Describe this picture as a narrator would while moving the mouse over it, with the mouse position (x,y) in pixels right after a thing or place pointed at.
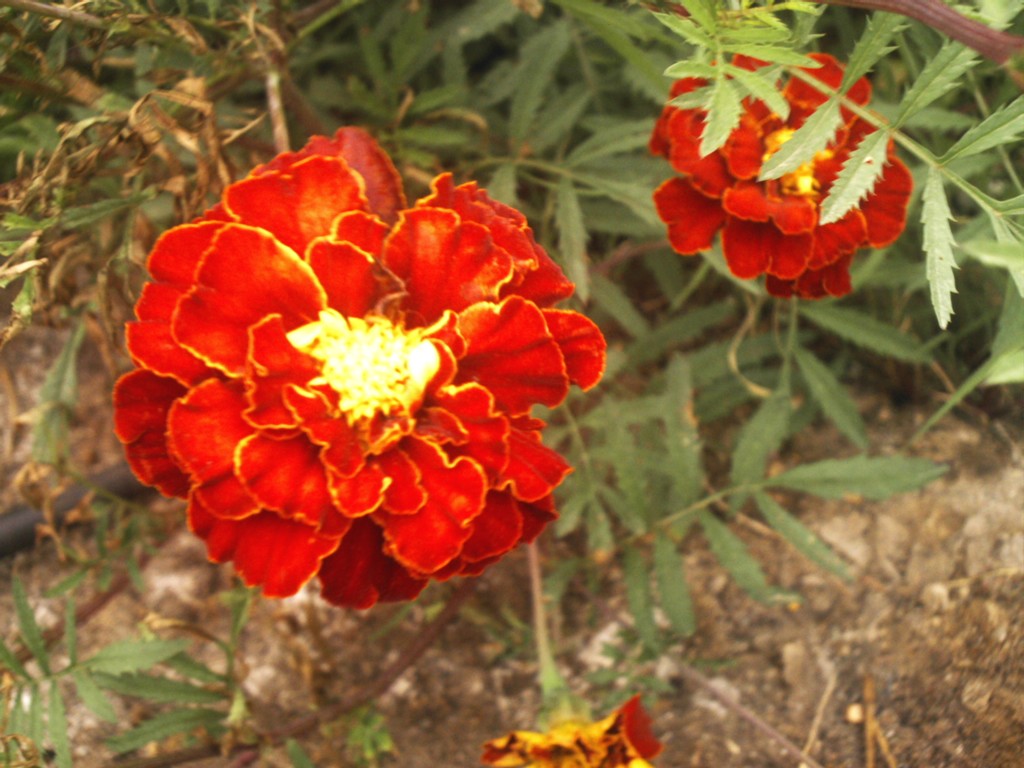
In this picture I can see there are three flowers (719,155) and it has red petals (399,436). There are few plants (318,58) in the backdrop (808,448), there is soil (760,690) and few stones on the floor (412,636).
